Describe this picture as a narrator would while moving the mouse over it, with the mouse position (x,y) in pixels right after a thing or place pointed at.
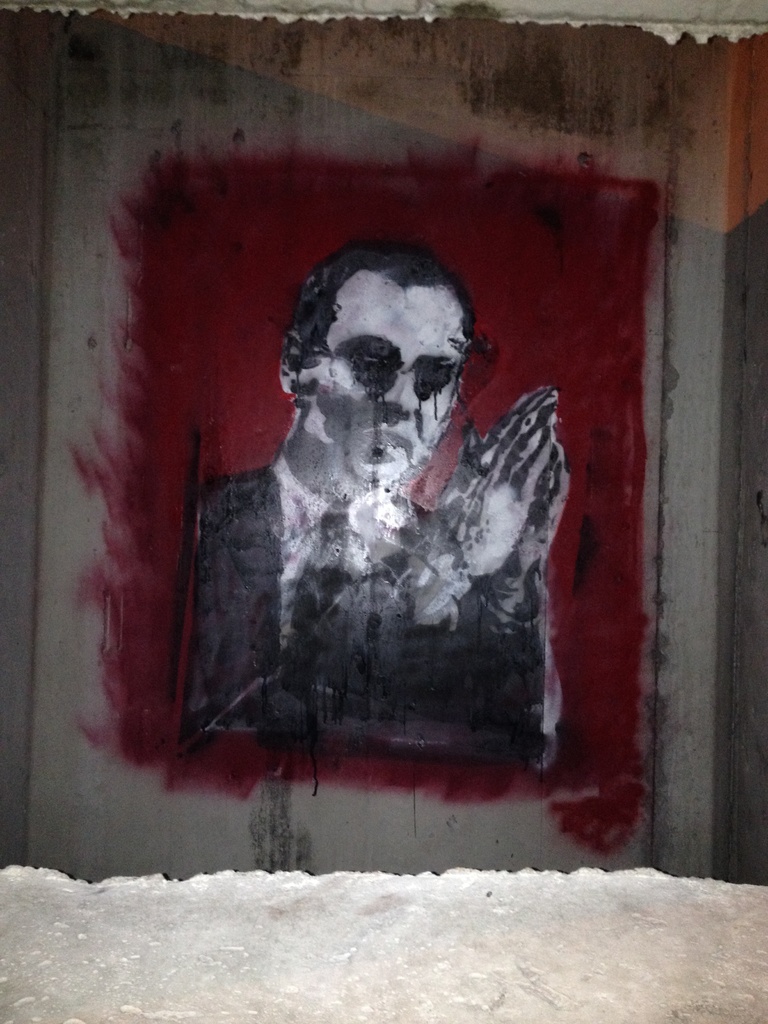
In this picture I can see there is a painting (368,589) of a man (319,519) and he is wearing a black blazer (471,637) and there is a red backdrop (437,179). There is a wall (514,191).
